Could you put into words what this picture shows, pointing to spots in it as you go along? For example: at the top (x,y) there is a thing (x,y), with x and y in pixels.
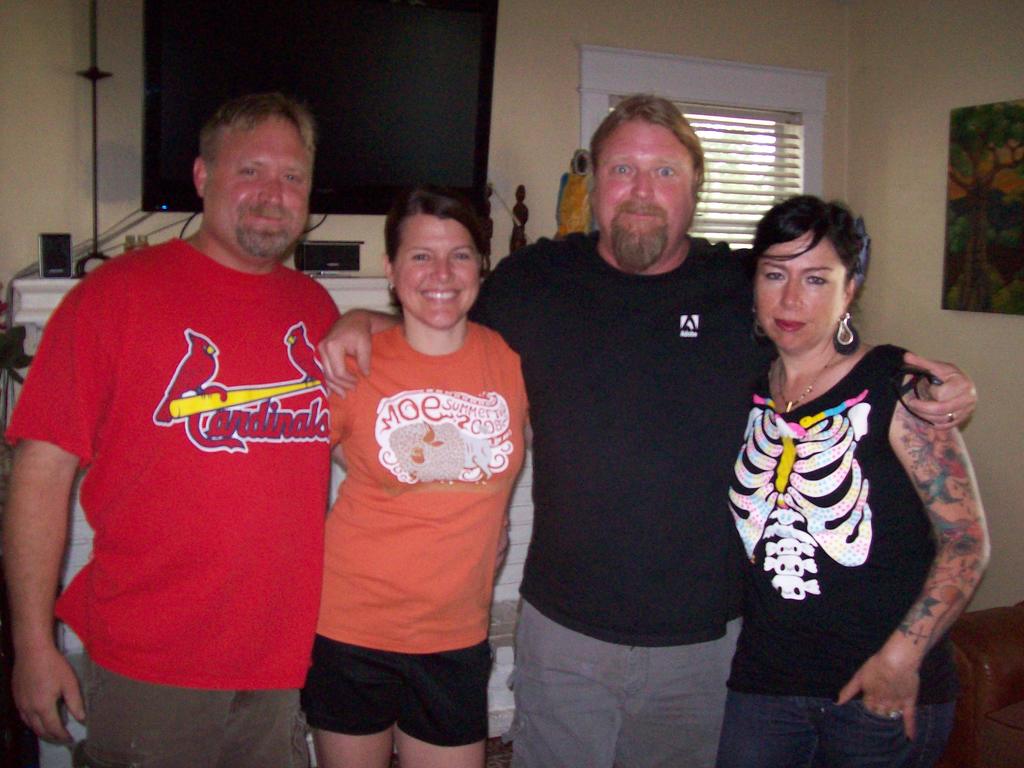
This picture is inside view of a room (672,328). In the center of the image (459,433) some persons (282,451) are standing. In the background of the image (563,184) we can see screen (467,179), toys (585,199), pole (88,256), some objects (68,267), table (375,291), window (812,153), wall (919,143), photo frame (965,204) are there. At the bottom of the image (510,749) floor (493,749) is there.
